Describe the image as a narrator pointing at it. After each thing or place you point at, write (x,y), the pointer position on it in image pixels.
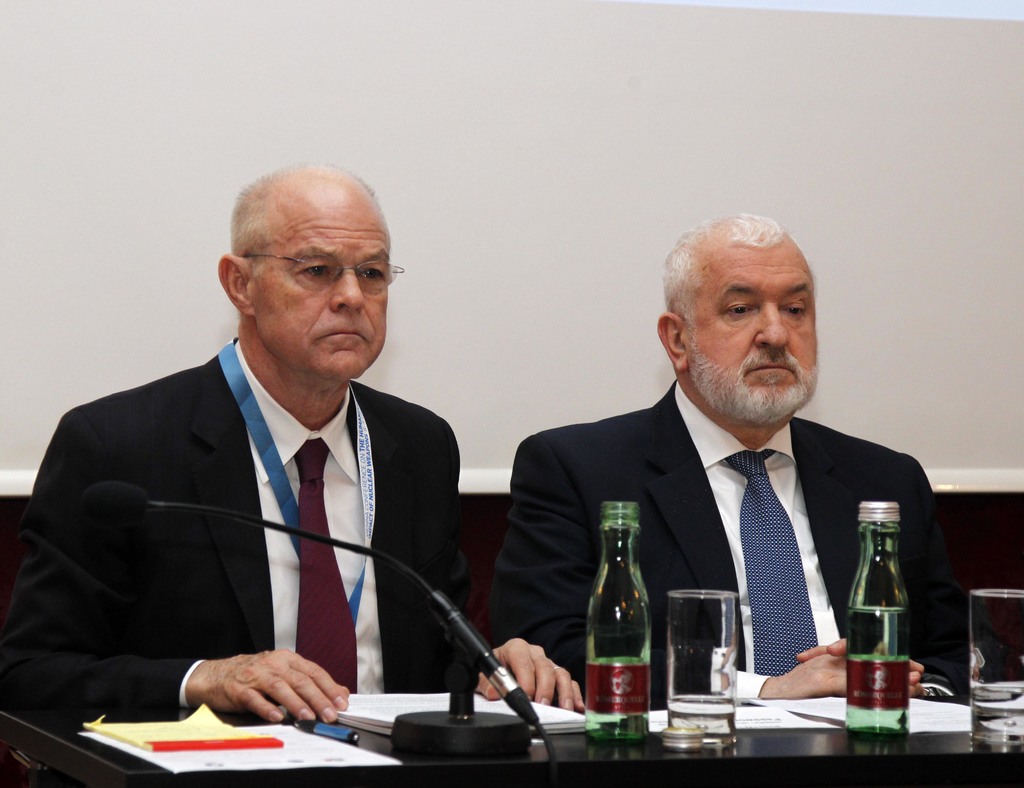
As we can see in the image, there is a white color wall (164,309) and two people (437,466) sitting on chairs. In front of them there is a table (957,748). On table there is a microphone (421,730), glass (734,684) and bottles (626,709).
